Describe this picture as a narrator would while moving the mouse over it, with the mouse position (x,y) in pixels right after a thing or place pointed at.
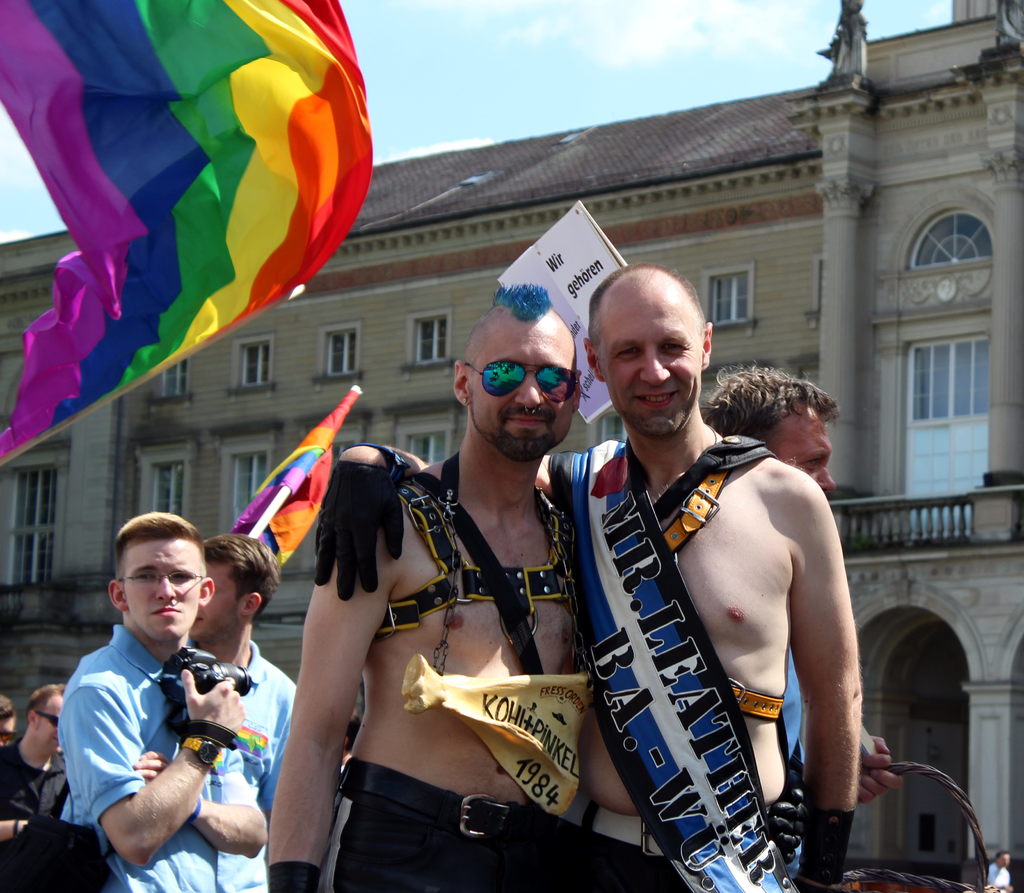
In this image we can see people (472,409), flags (193,38), and a poster (539,252). In the background (236,403) we can see a building (222,420), pillars (998,399), windows (607,435), and sky (626,117) with clouds (14,172).
